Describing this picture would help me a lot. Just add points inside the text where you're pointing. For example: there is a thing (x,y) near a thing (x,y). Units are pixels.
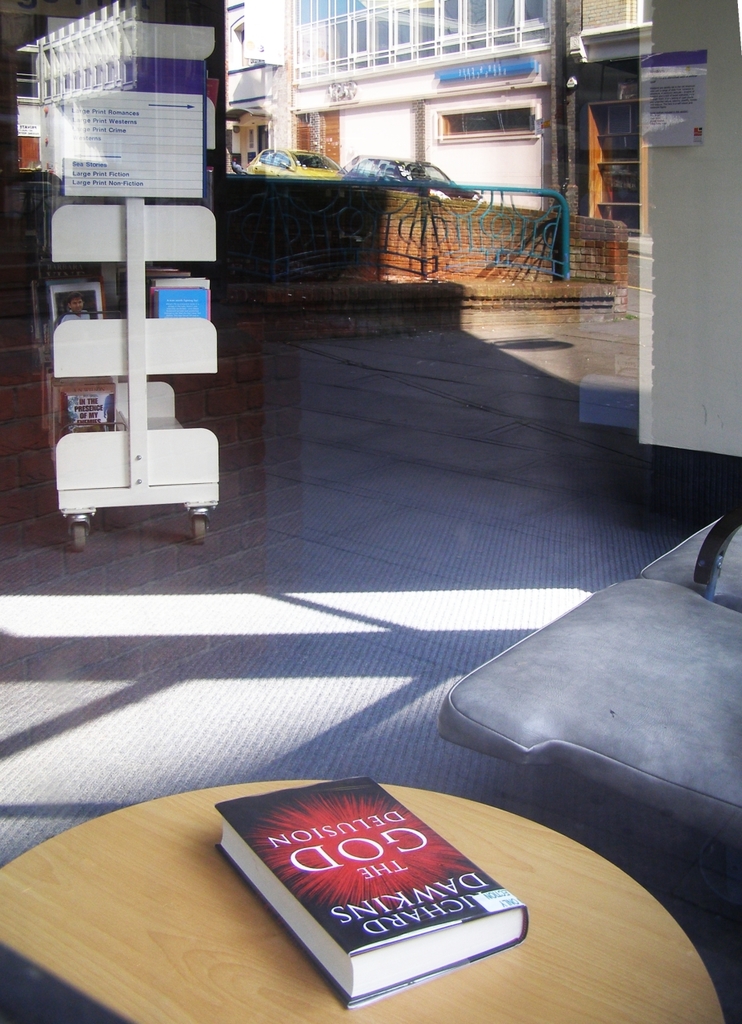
in this picture we can see a book (382,801) on the table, and at side there is the chair (614,685), and here there is the books rack (174,220), and at here there are cars (308,170), and here is the building (486,79).
